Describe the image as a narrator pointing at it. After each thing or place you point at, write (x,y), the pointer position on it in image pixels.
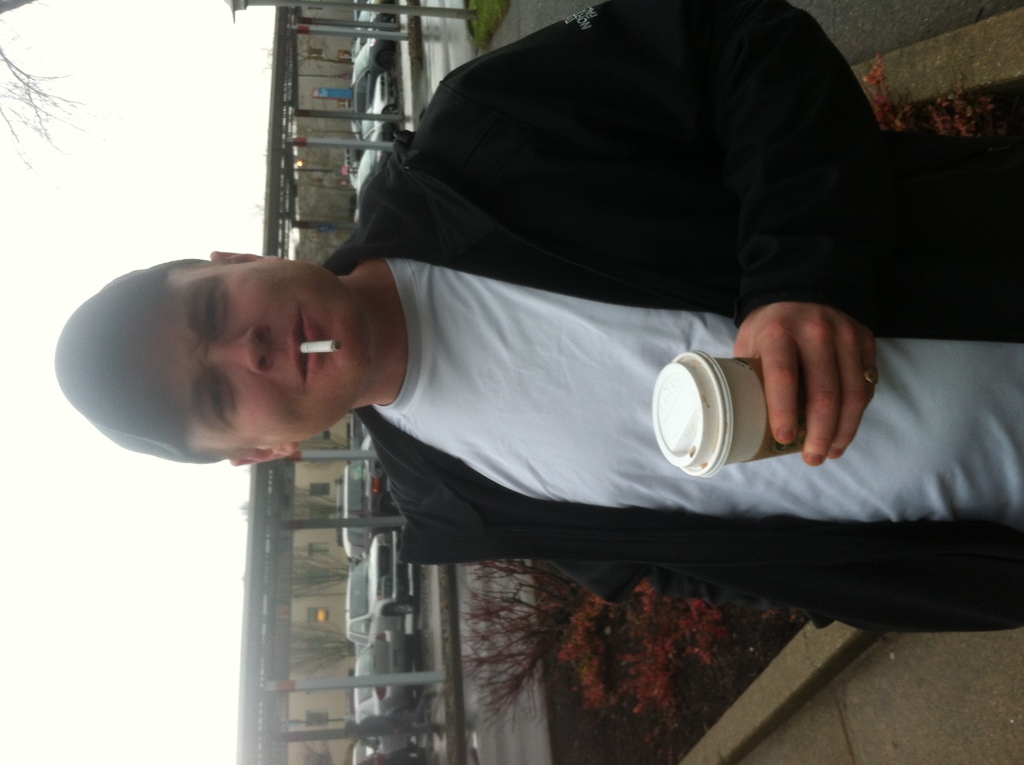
In this image we can see a man (372,310) is standing, he is wearing white t-shirt (477,358) and black coat (572,185). Holding cup (756,426) in his hand (769,391) and cigarette (322,352) in his mouth (307,363). Behind him cars (373,624) are parked and plants (565,656) are present.
